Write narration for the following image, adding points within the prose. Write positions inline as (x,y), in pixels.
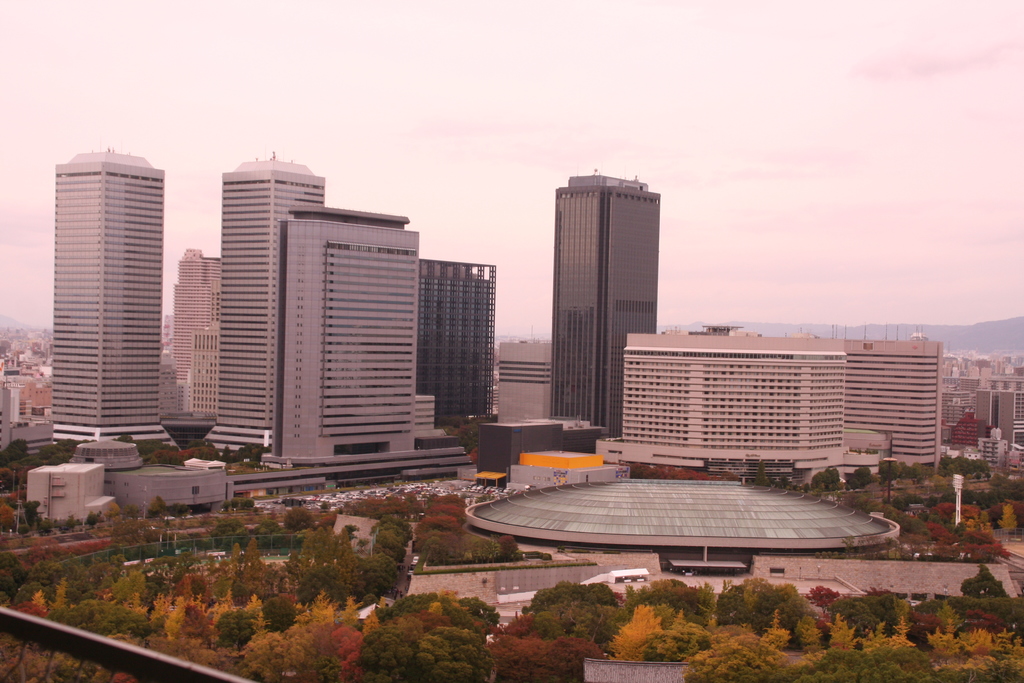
In this picture we can see few trees (323,527), buildings (533,407) and hills (974,341).
